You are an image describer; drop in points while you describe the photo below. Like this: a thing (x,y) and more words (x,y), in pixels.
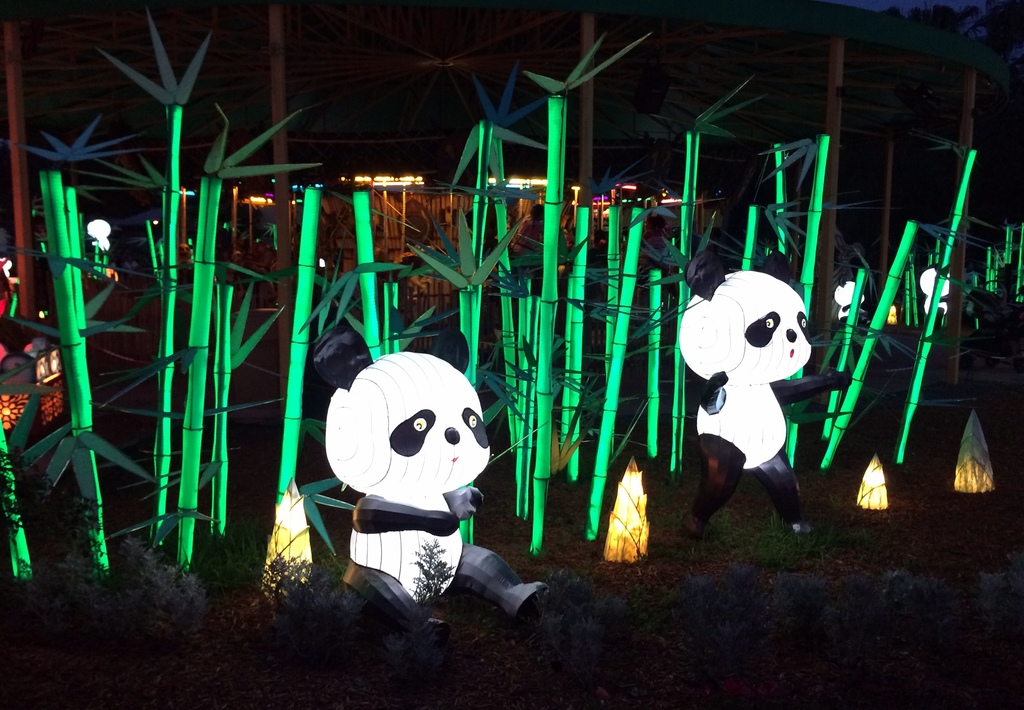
Here we can see green sticks (195,323), depictions of pandas (741,314), plants (210,569) and lights (966,466). Far there are lights (291,204).
